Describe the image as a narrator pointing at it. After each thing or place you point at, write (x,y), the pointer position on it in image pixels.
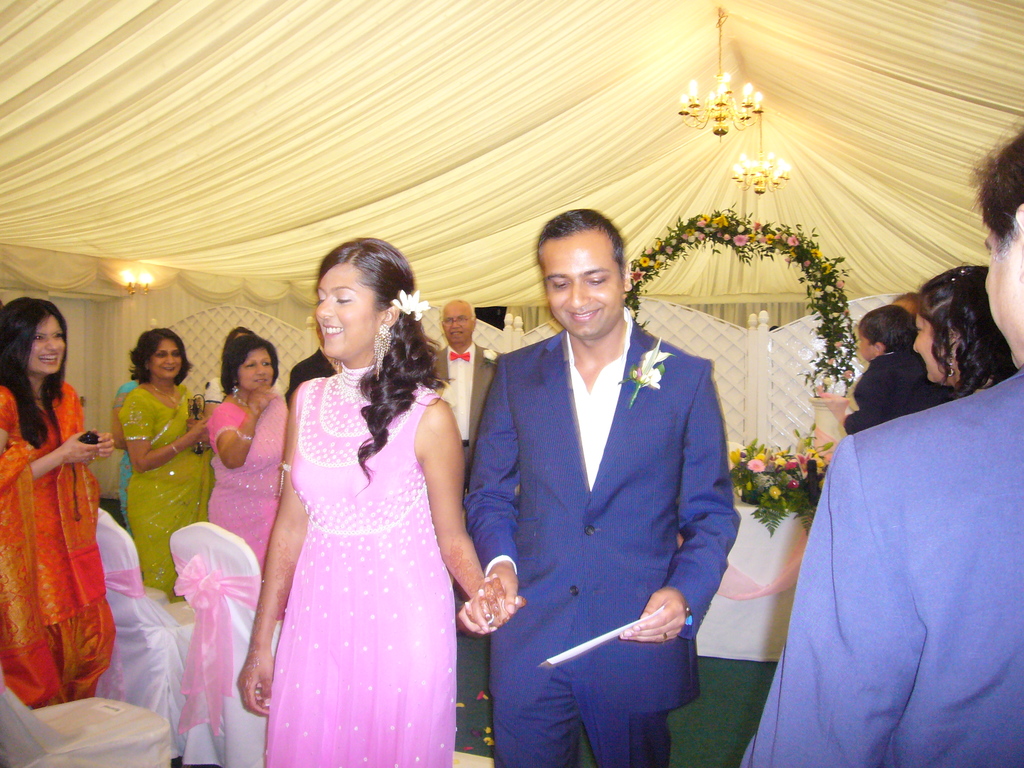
In this picture we can see a man (647,578) holding an object (614,640) in one hand (674,621) and the hand (524,601) of a woman (451,590) with other hand (505,571). We can see some people (839,460) standing and holding objects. There are chairs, clothes (637,229), chandeliers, a few flowers (790,490), leaves (790,490) and other objects (126,288).
